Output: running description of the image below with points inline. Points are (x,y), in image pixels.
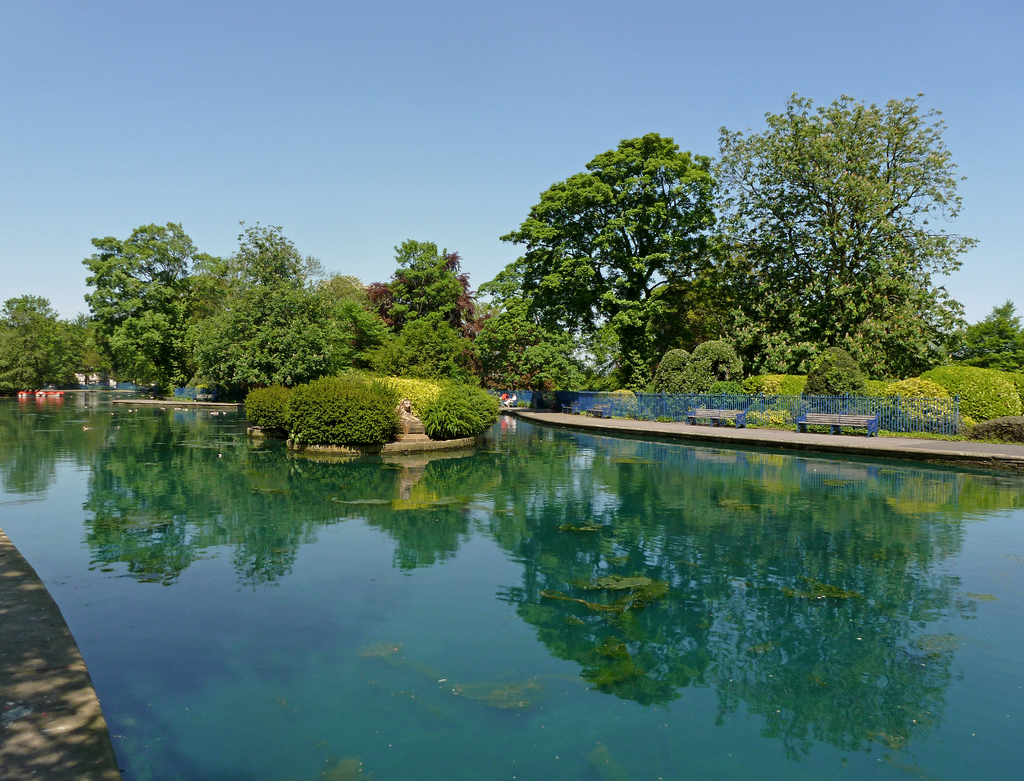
In the foreground of the image (319,703) we can see water body (440,588). In the middle of the image (392,366) we can see trees (534,366). On the top of the image (264,155) we can see the sky (285,139).
